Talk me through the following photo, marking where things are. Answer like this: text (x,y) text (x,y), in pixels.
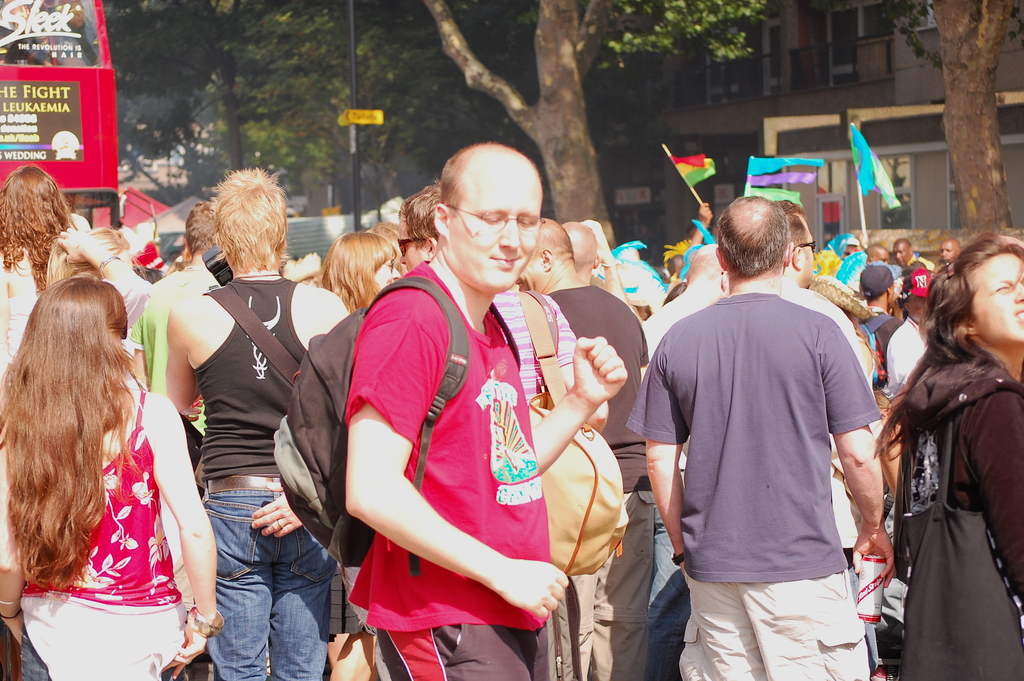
In the image we can see there are lot of people (702,373) standing and they are carrying bags (551,471). Behind there are trees (580,93) and buildings (898,144). There is a vehicle (62,143) parked on the road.
